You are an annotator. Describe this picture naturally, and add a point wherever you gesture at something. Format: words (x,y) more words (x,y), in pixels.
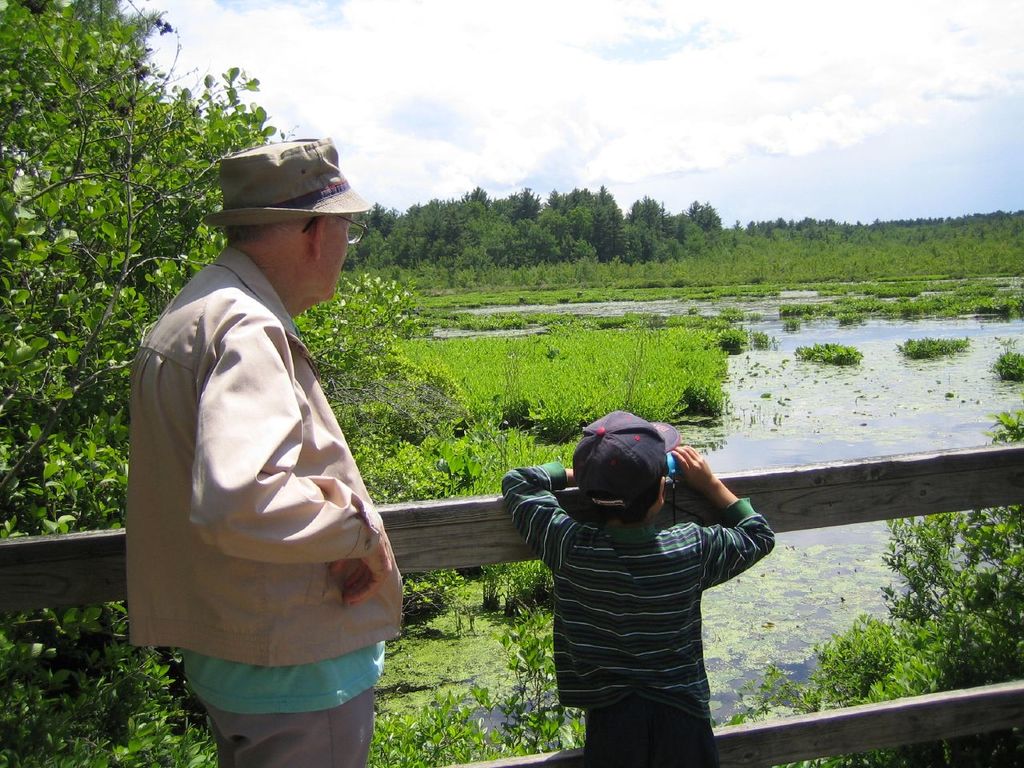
On the left side of the image (263,423) a man (263,423) is standing. In the center of the image (635,466) a boy (697,487) is standing and wearing a hat (603,483). In the middle of the image (468,419) we can see trees (103,320), plants (588,357), water (772,579), fencing (503,503) are there. At the top of the image (605,75) clouds (611,96) are present in the sky (629,90).
